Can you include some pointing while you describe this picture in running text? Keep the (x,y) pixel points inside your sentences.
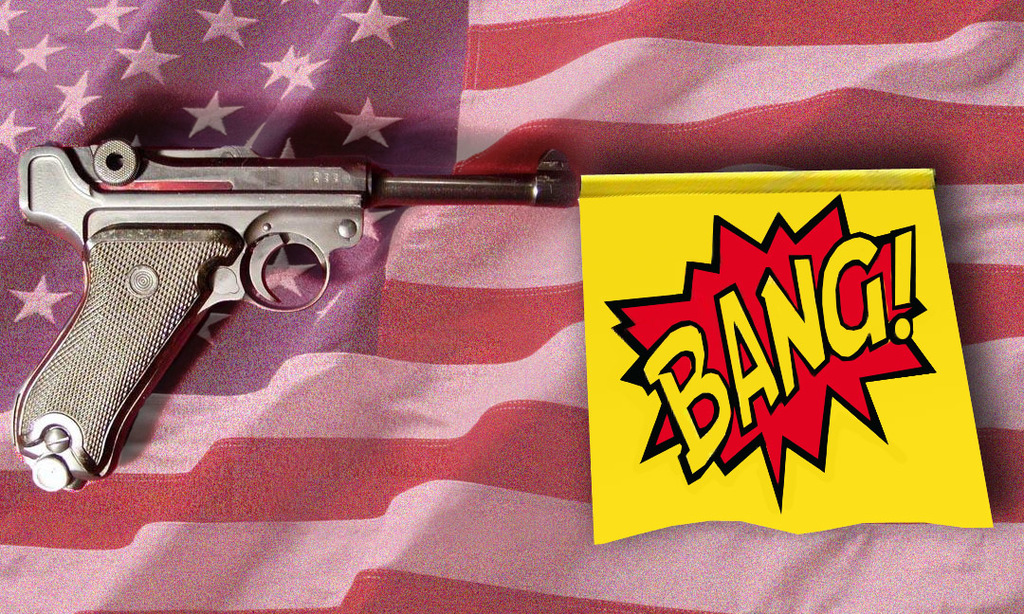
We can see flag (551,248) and poster (609,469) on flag (468,524).
